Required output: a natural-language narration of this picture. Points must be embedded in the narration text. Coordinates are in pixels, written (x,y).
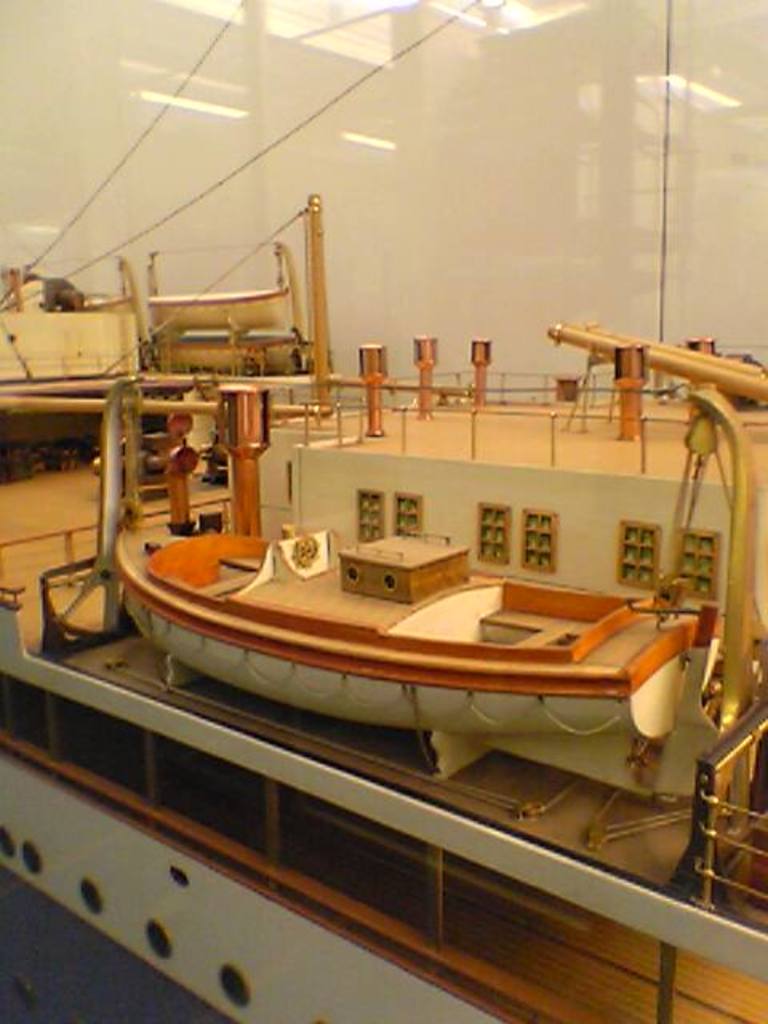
This picture is consists of a boat (305,403) in the center of the image (494,663), it seems to be this is placed inside the glass (526,268).
